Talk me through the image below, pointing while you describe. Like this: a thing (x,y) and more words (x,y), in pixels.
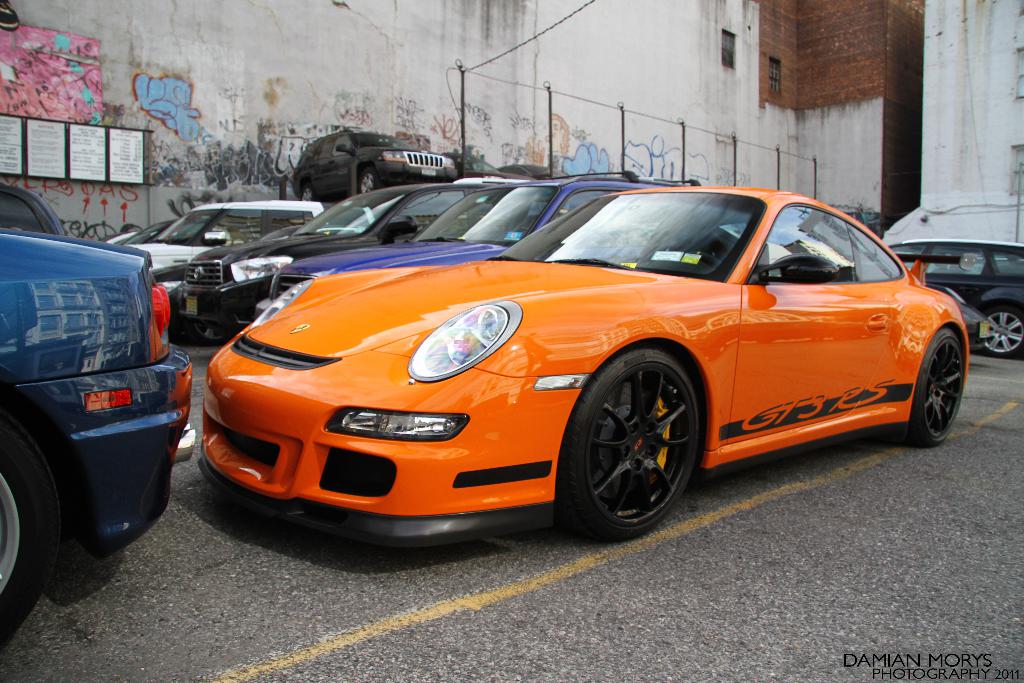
In this image few vehicles (688,453) are on the road (809,643). Left few posters (96,159) are attached to the board (67,145). Behind the vehicles (528,189) there is a fence (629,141). Background (790,86) there are few buildings (1015,143). Left side (23,44) there is some painting (35,39) on the wall (428,17).
